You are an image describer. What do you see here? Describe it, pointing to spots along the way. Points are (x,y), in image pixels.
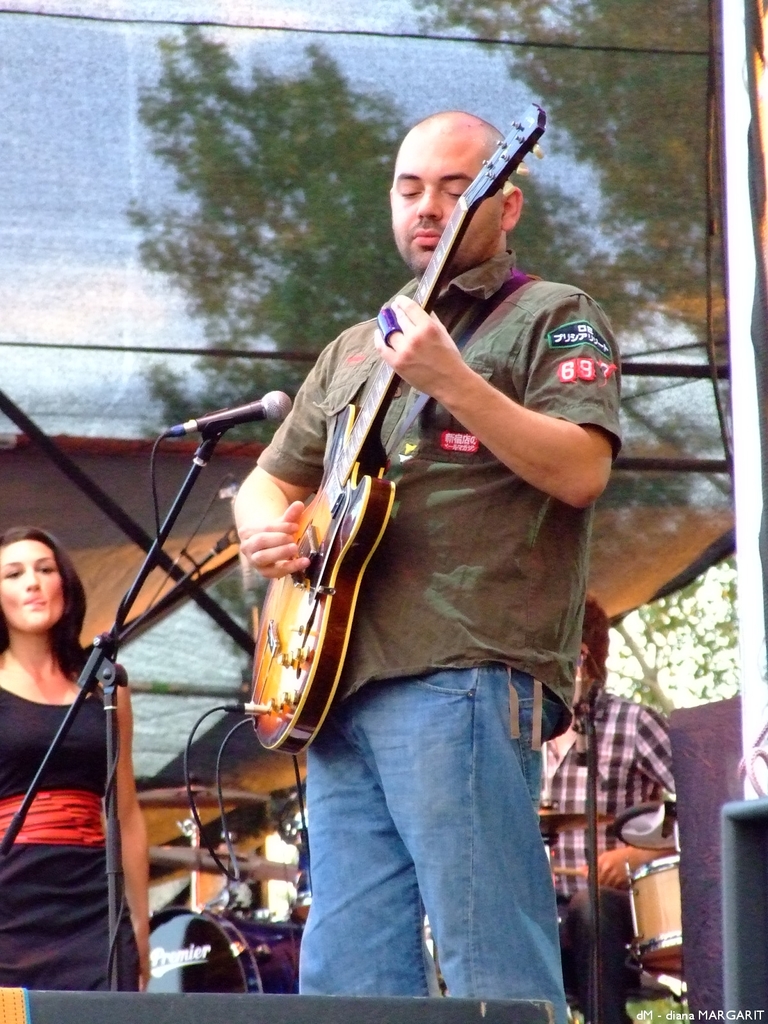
This man (466,526) is standing and playing a guitar (355,425) in-front of mic (217,416). On banner (303,200) there are trees (390,131). For this woman (65,748) in black dress (43,735) is standing. These are musical instruments (669,899). This man (619,764) is playing this musical instruments (669,864).
